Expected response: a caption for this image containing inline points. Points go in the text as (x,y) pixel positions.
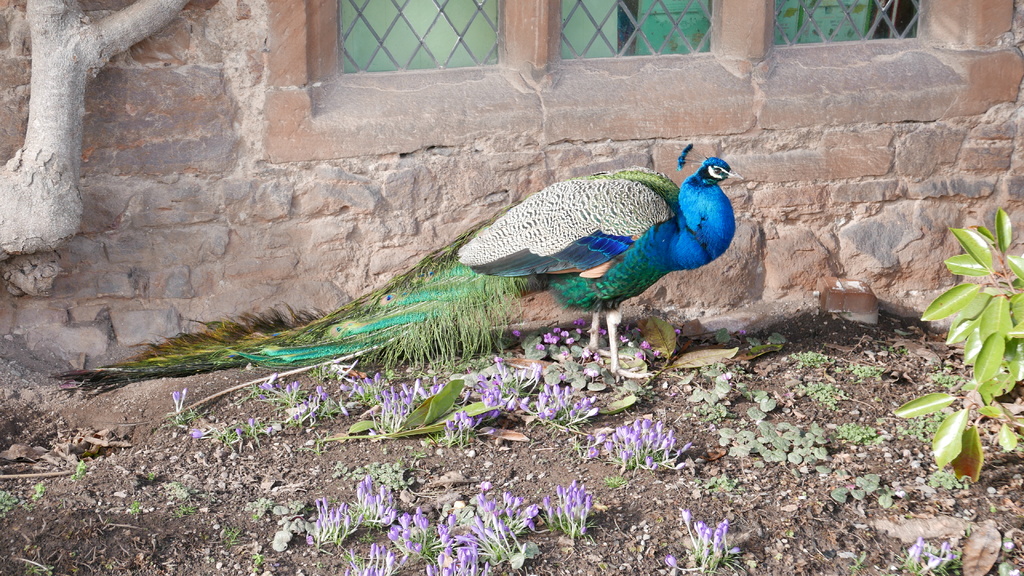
In this image there is a peacock (569,296). Behind the peacock (668,239) there's a wall (301,167). There are windows (368,57). On the right side of the image (929,397) there is a plant (936,404). At the bottom of the image (580,496) there are flowers (514,407).
